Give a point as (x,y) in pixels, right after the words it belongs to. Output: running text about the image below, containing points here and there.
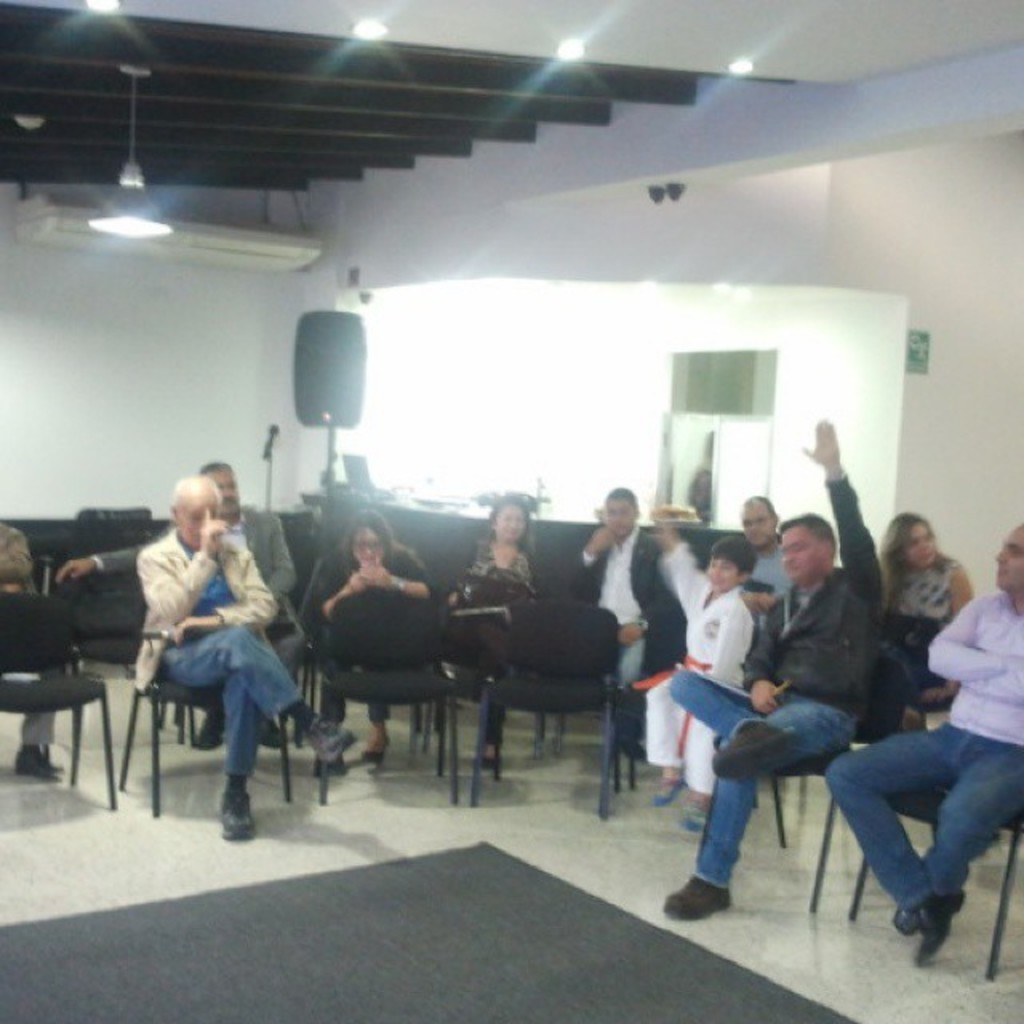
Here we can see that a group of people (582,555) sitting on the chair (96,656), and at back (129,423) there is the wall (129,405), and at top (137,229) there are lights (119,206).
